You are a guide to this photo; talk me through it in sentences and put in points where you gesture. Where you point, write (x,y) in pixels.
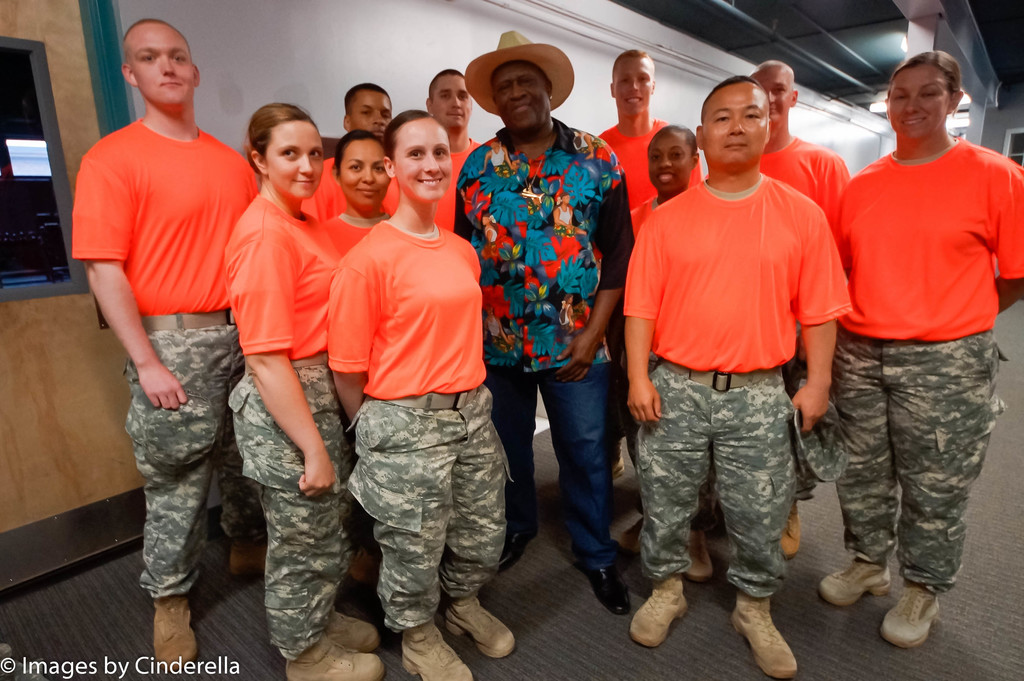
In this image we can see people (427,366) standing. The man (504,89) standing in the center (542,338) is wearing a hat (500,60). In the background (251,68) there is a wall (251,75) and we can see a door (56,424). There are lights (900,41).
